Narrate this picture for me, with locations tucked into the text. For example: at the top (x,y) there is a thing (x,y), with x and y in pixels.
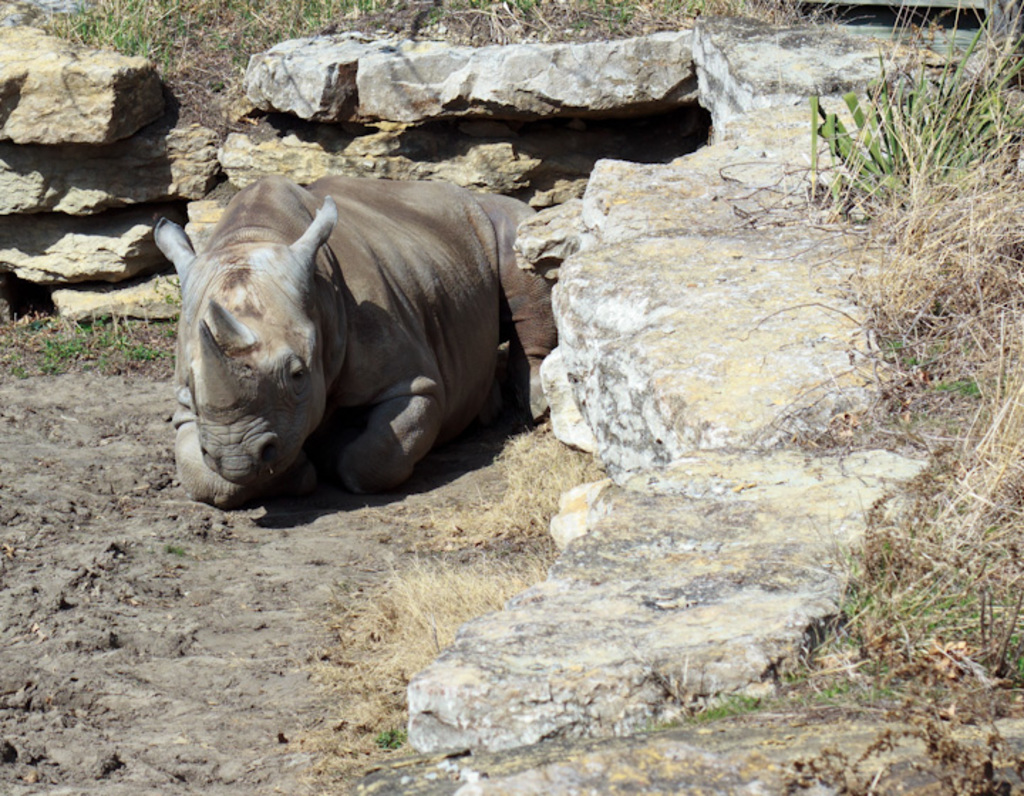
In this image we can see an animal (310,453) sitting on the ground (479,588) and there are some rocks (718,270) and we can see the grass (1006,190).
